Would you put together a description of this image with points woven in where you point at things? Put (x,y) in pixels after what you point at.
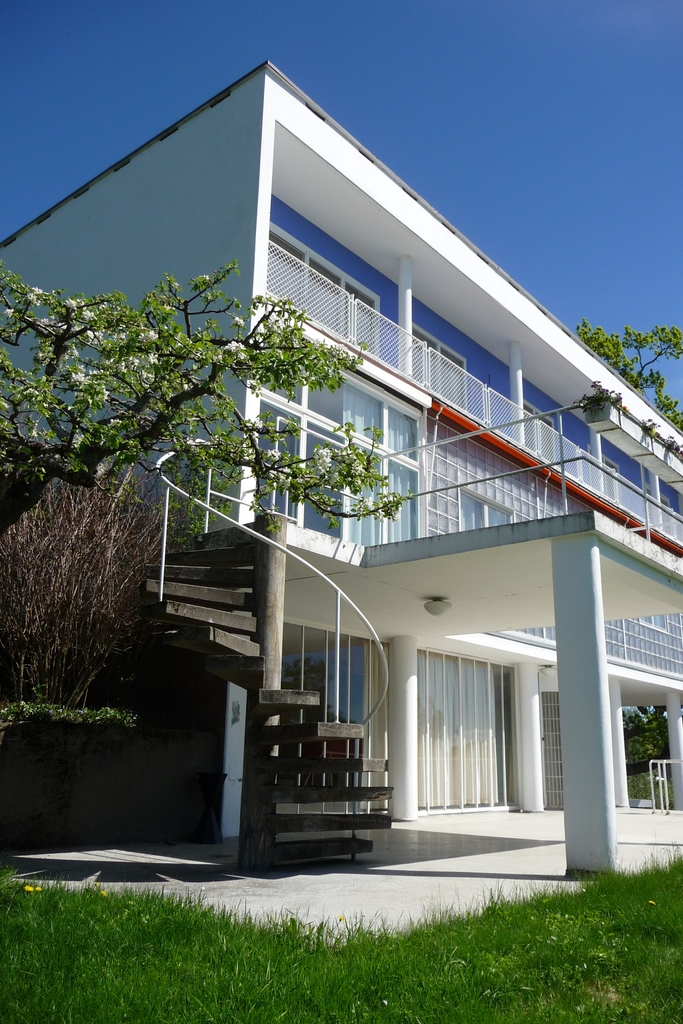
As we can see in the image there is a building (437,685), stairs (260,655), trees (639,340) and grass (454,1008). On the top (358,60) there is blue sky (301,49).
